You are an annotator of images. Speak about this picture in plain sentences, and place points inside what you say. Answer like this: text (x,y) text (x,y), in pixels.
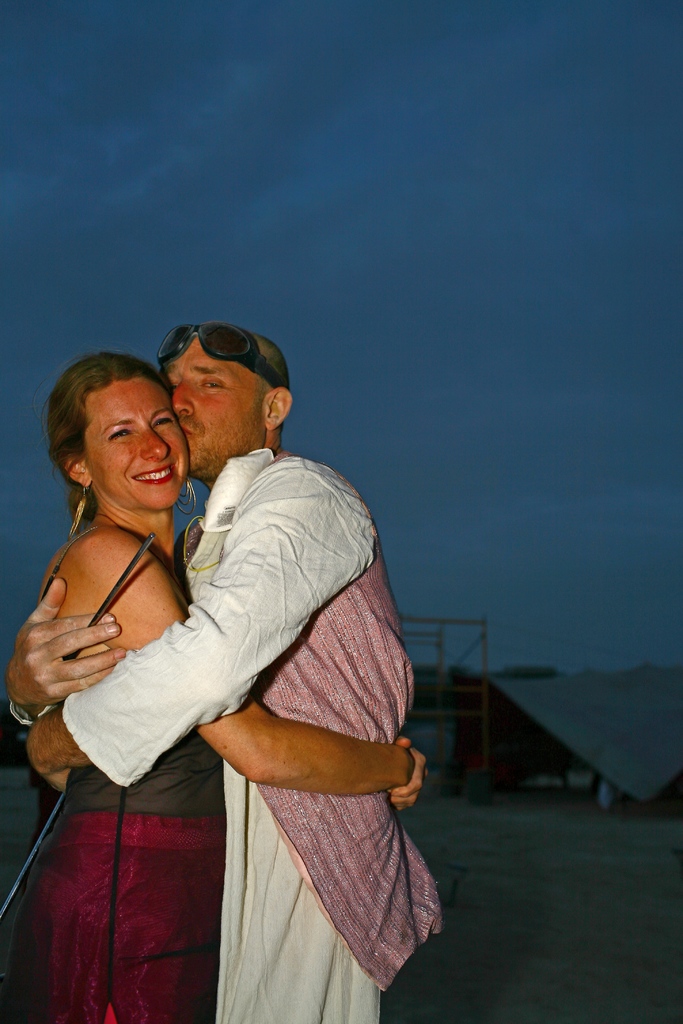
In this image we can see two people (215,858) standing on the ground (481,893), in the background (430,642) there are iron rods (434,619), tent (520,695) and the sky (479,280).
